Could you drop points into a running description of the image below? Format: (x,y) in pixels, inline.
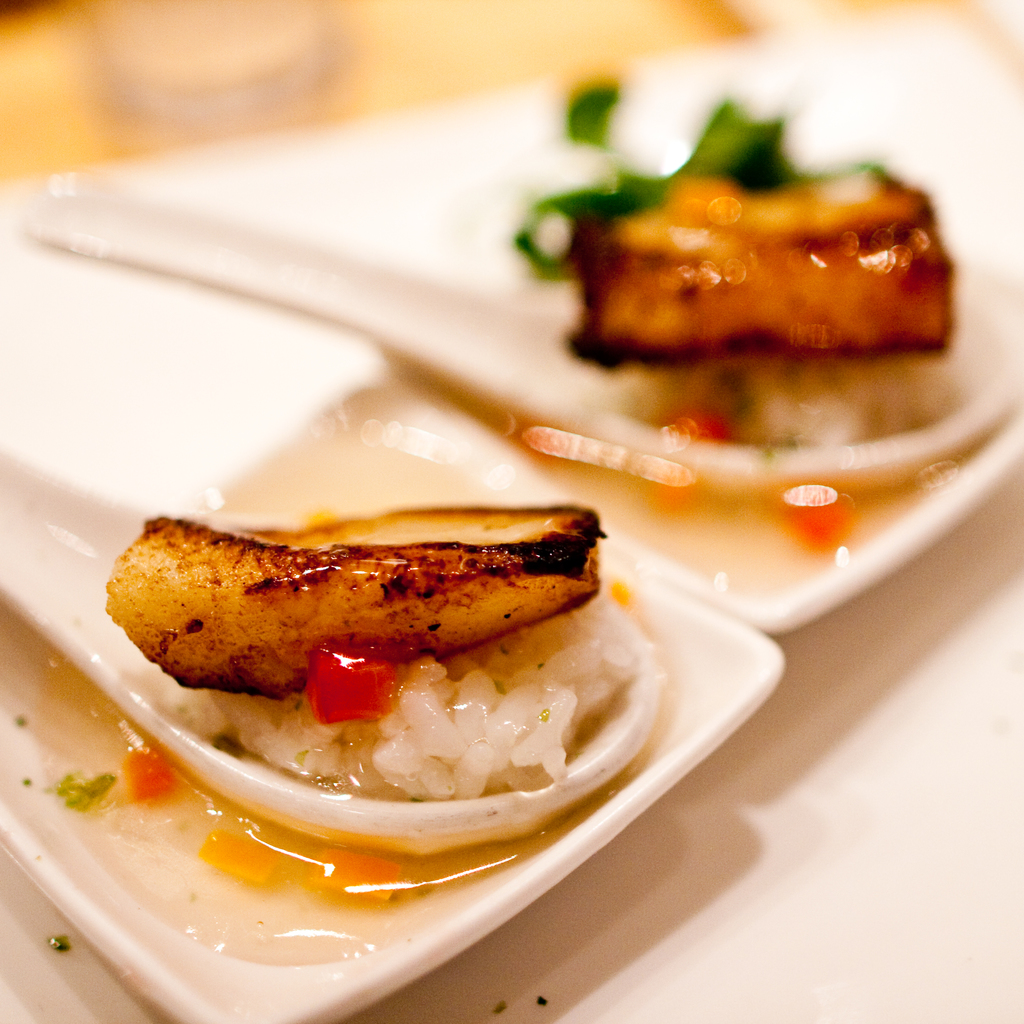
The picture consists of a table (885,613), on the table (847,830) there are food items (658,342) placed in plates (268,428). At the bottom (935,744) it is table (930,975). At the top (147,128) it is blurred.
